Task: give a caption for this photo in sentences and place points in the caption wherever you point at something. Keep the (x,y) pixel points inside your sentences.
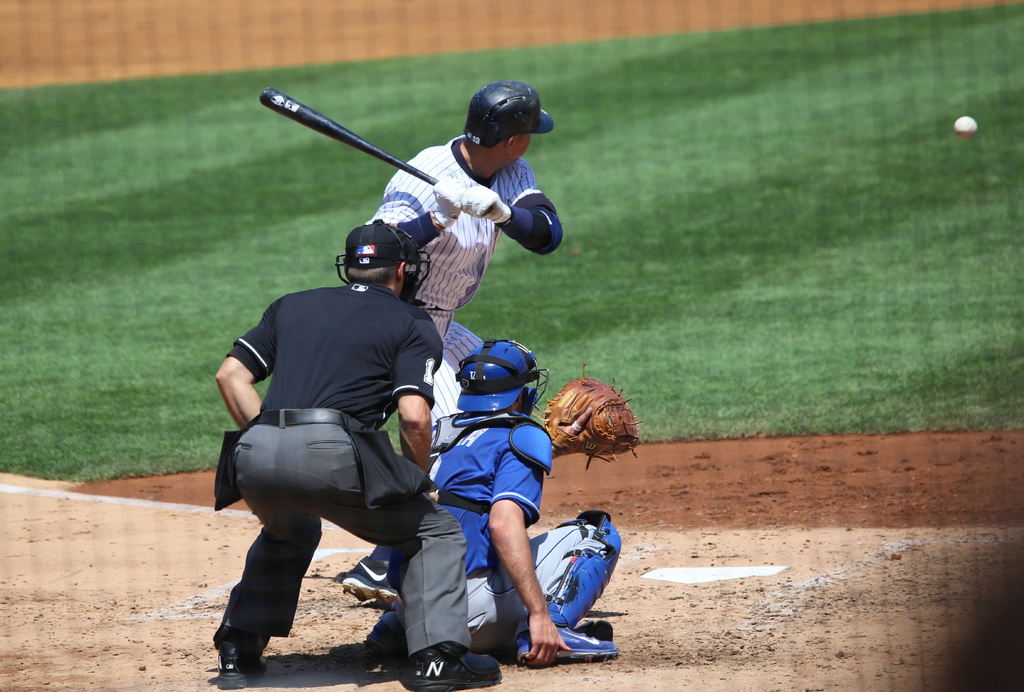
Here we can see net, two men (338,391) are in squat position and a man (471,205) is standing by holding a bat (343,142) in his hands (486,202) are on the ground (299,657). On the right (955,127) there is a ball (970,124) and this is grass (850,233).
